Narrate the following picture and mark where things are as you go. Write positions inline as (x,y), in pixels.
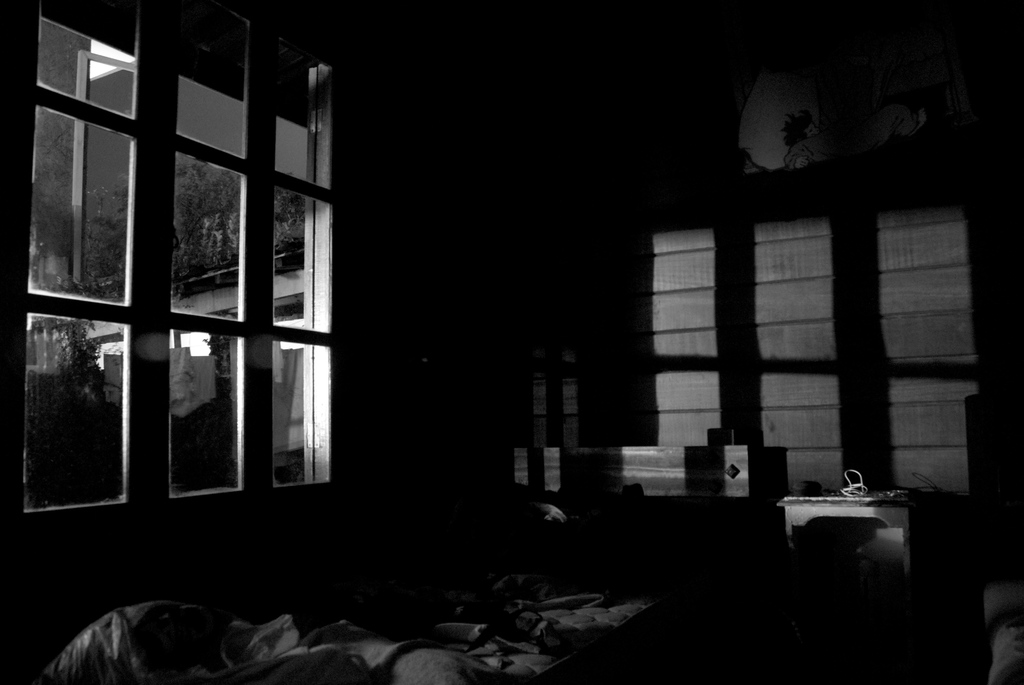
In this image there is a bed (422,627) in a room (415,615), on the bed (411,628) there are blankets (184,652), beside the bed (427,611) there is a table (816,518) with some objects (849,488) on it and a wooden wardrobe (663,472), beside the bed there is a glass window (147,253) on the wall (460,230), from the window (181,378) we can see trees (202,240) and porch (235,287).
